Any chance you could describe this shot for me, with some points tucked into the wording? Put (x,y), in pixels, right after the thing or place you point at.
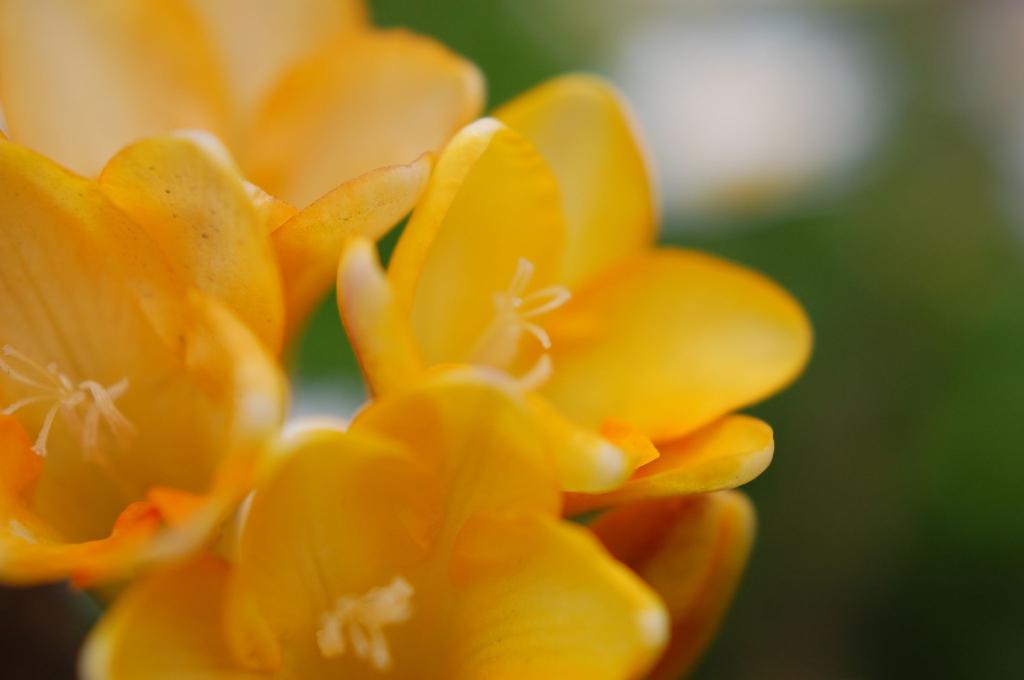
In this image we can see group of flowers (626,469).
